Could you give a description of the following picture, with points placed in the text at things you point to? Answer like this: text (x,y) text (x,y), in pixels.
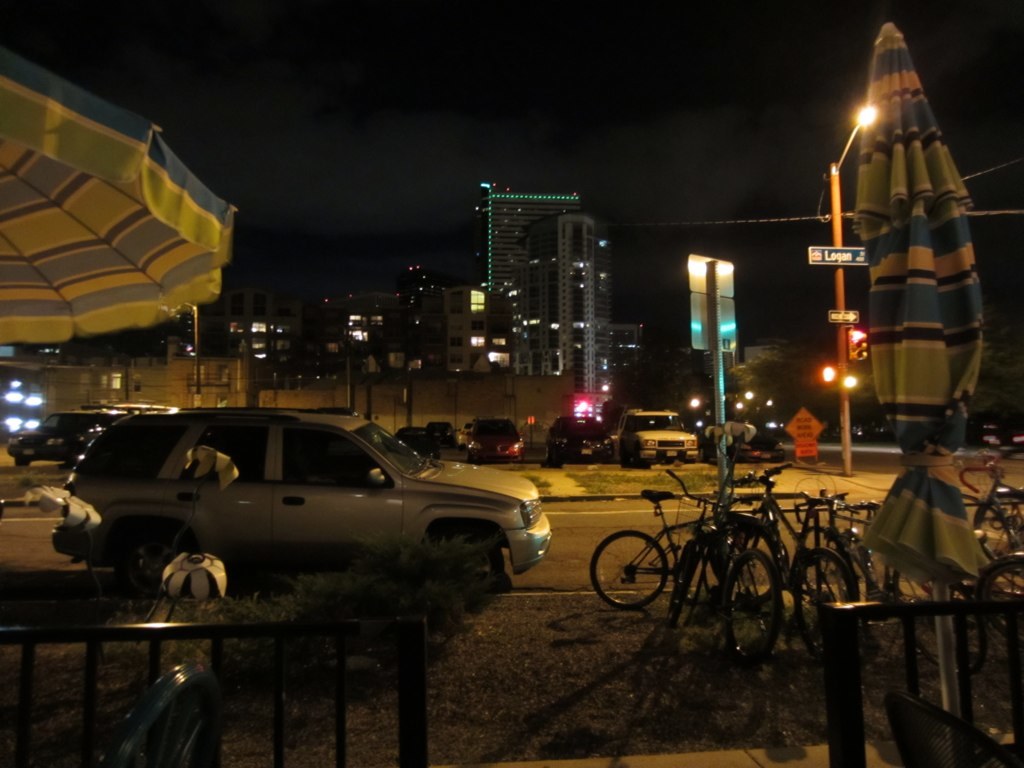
This picture is clicked outside. In the foreground (155,665) we can see the metal rods (344,631), plants (289,622) and some other objects (192,577) and we can see an umbrella (912,307), bicycles (868,521), cars (560,442) and the poles (836,222) and we can see the text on the boards (842,254). On the left corner (60,189) we can see another umbrella (159,183). In the background (437,67) we can see the sky (838,72), buildings (523,293), lights (605,244) and some other objects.
